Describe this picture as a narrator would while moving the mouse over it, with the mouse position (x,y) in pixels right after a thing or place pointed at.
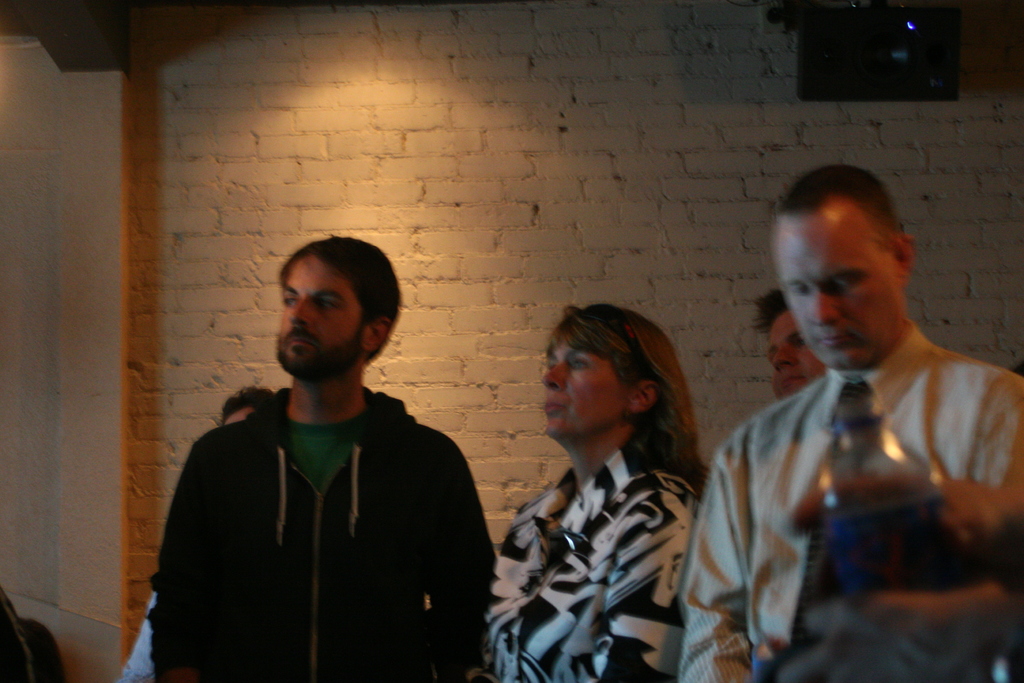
In this image there is a person (241,519) wearing a jacket (300,531). Beside him there is a woman (633,562). Right side (718,654) there is a person (943,389) wearing a shirt (934,423) and tie (849,396). Right bottom a person's hand (971,502) is visible. He is holding a bottle (886,521). There are people (768,575). Behind them there is a wall (524,175). Right top there is an object (849,42) attached to the wall (689,78).
